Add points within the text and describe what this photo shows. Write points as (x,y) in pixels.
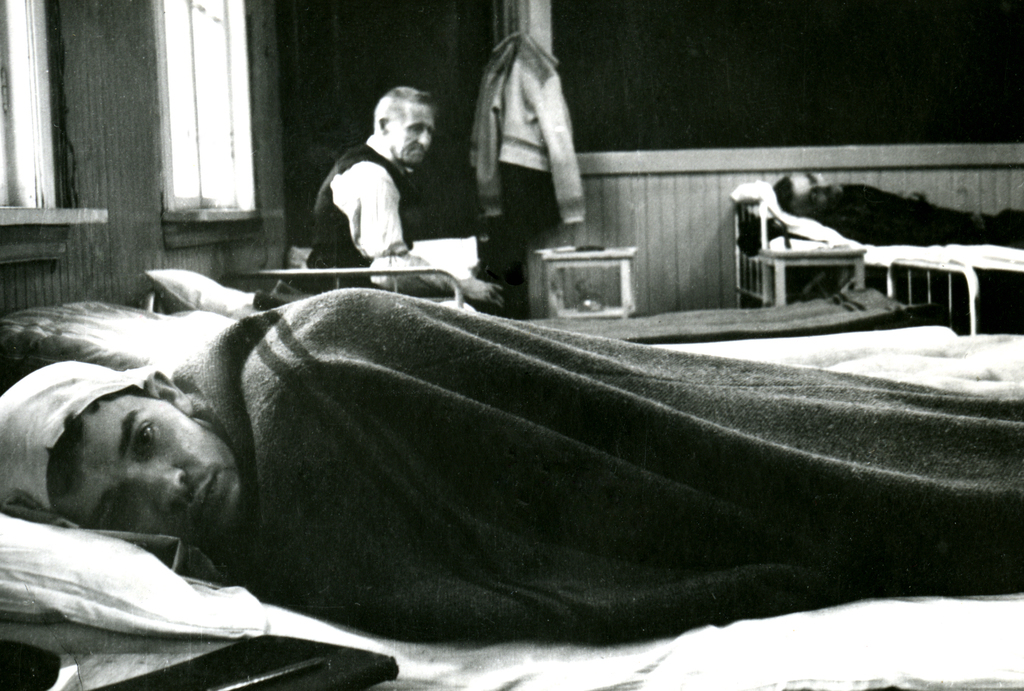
In this image I see 3 persons (416,100), in which 2 of them are lying on the bed (756,686) and one of them is sitting, In the background (324,46) I see the windows (200,27), clothes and the wall (461,67).
